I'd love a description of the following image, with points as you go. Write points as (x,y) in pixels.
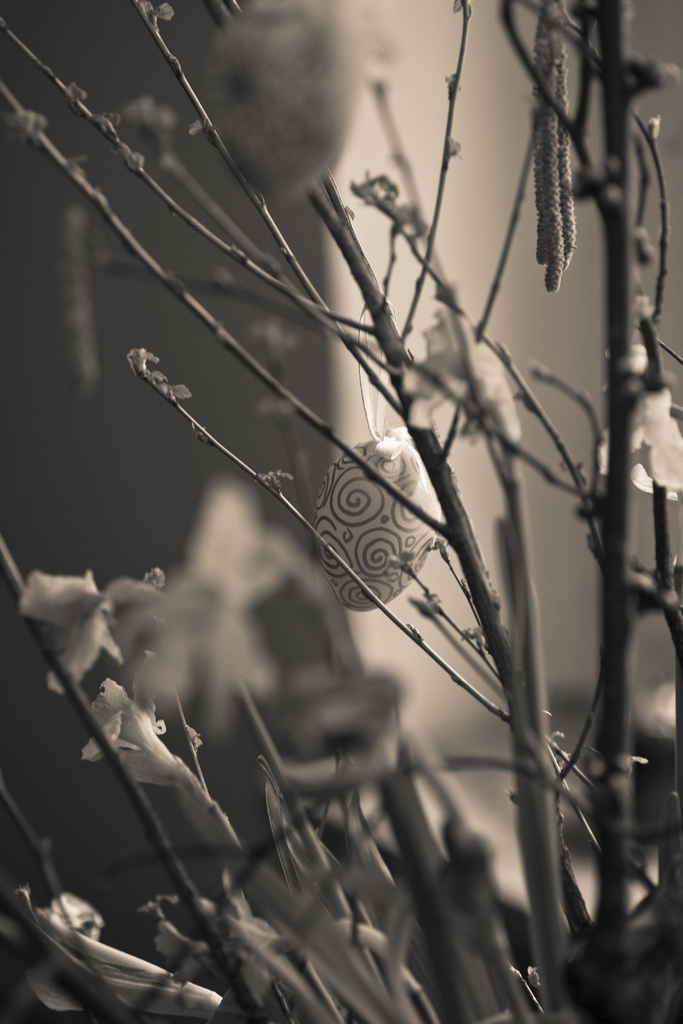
This is black and white image, in this image there are plants (443,552), in the background (546,391) it is blurred.
